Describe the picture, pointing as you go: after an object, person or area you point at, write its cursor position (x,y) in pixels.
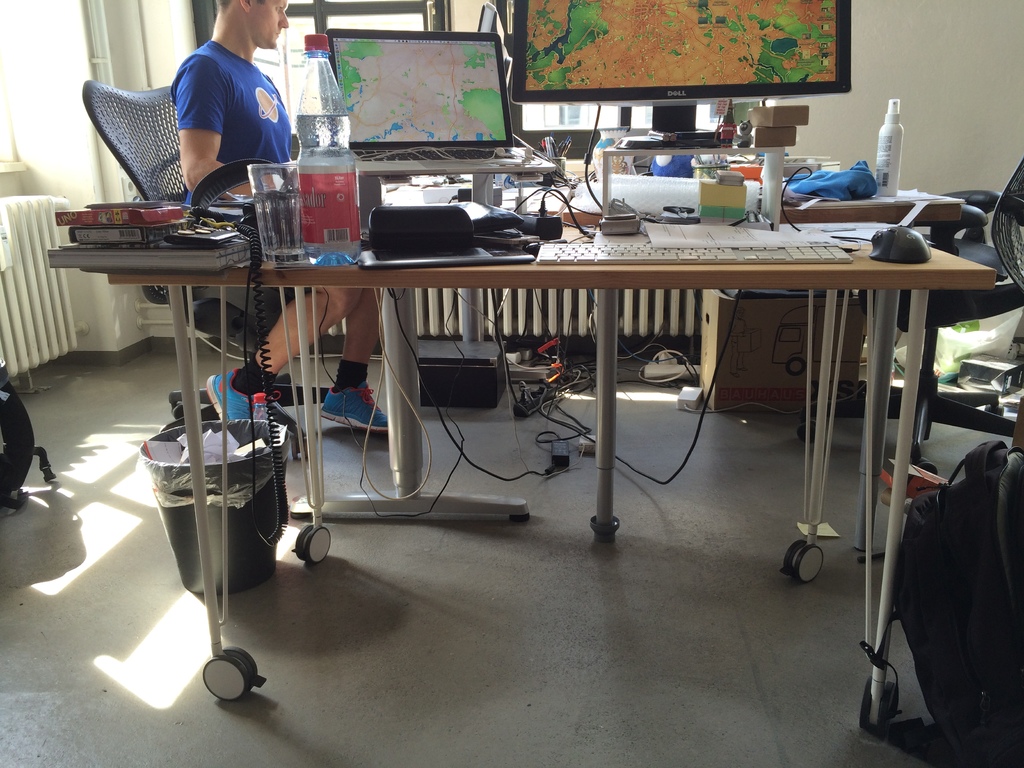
On the background (127,69) we can see window (306,23), wall (938,49). We can see a person (236,97) sitting on a chair (147,114) in front of a table (934,255) and on the table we can see glass of water (291,237), water bottle (346,194), computer (449,123), keyboard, boxes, bottles (886,169), mouse (895,244). We can see trash can (148,473) under the table (809,521). This is a backpack (974,531) beside the table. This is a floor (120,645).
